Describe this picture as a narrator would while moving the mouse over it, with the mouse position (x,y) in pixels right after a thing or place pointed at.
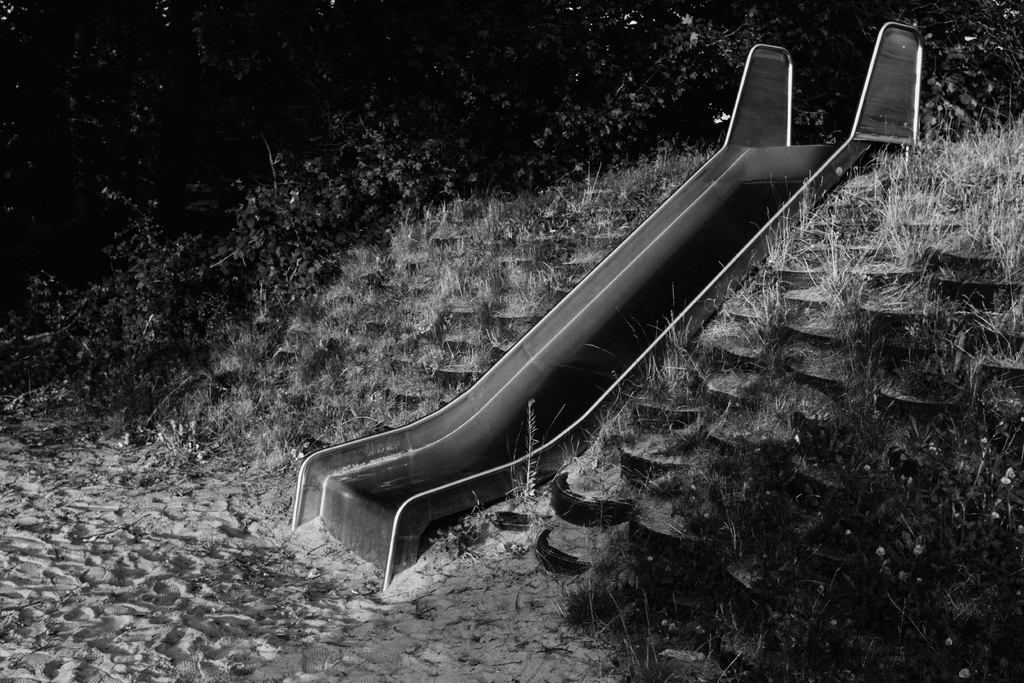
This is the black and white image and we can see the slide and we can see the grass (845,432) on the ground (369,344) and there are some trees (216,103) in the background (982,33).
